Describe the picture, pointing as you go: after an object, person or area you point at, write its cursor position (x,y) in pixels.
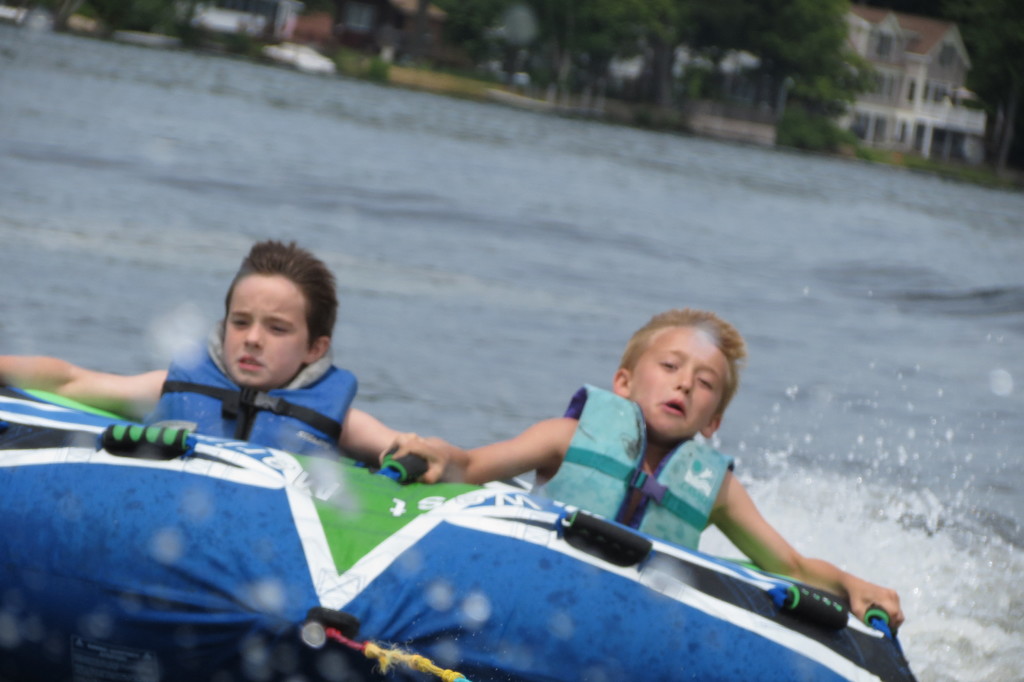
In this image we can see two boys (620,463) sitting on the boat (554,618). In the background (468,326) there is a lake (477,266), building (865,114) and trees (207,32).
